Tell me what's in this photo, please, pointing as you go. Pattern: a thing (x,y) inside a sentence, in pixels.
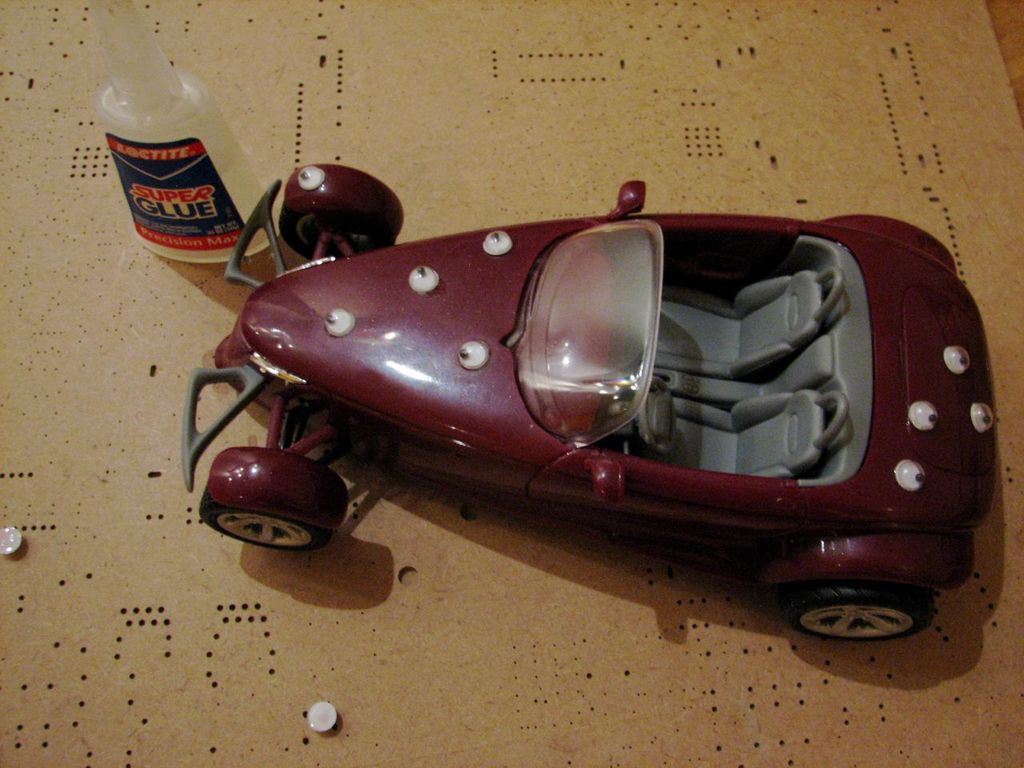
This image consists of a toy car (525,388). On the left (129,144), there is a glue bottle (176,164). At the bottom (330,646), there is a cardboard sheet (340,683).
